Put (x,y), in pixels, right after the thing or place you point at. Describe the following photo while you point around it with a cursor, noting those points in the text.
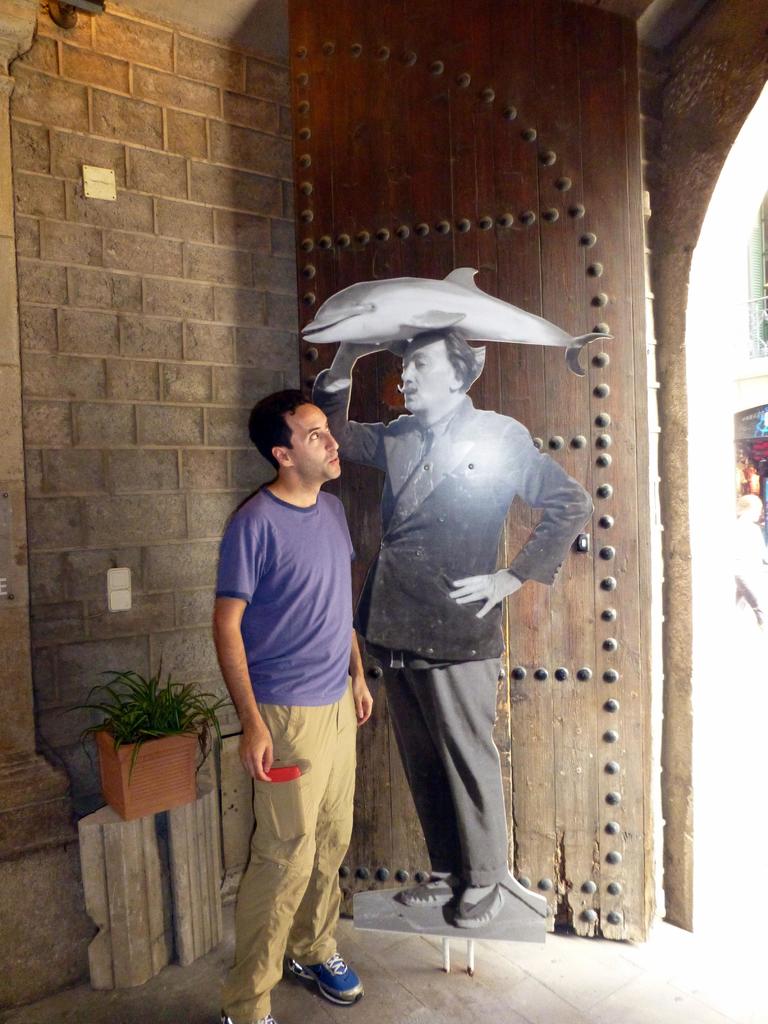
In this image I can see the person (241,678) with the purple and brown color dress (281,849). To the side of the person (340,696) I can see the cut out (428,521) of the person (415,502) holding the fish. To the left (149,754) I can see the flower pot (145,757). To the right (661,254) I can see the building (729,258).
